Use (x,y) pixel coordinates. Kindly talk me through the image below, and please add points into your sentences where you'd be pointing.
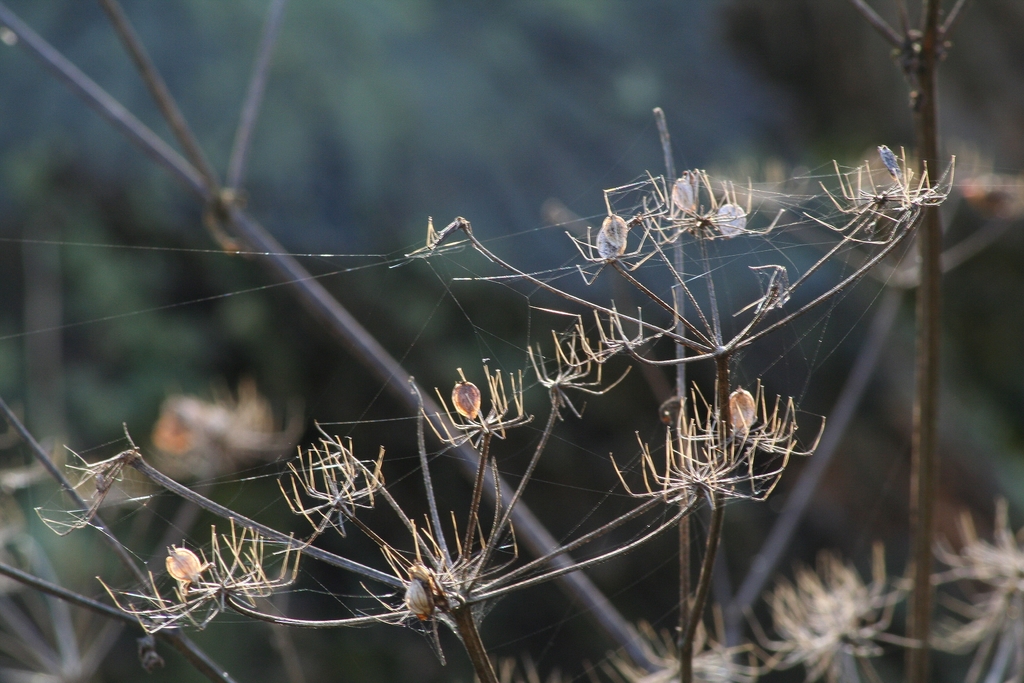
In this image we can see the webs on the dried seed heads (690,454) of a plant (707,475).
